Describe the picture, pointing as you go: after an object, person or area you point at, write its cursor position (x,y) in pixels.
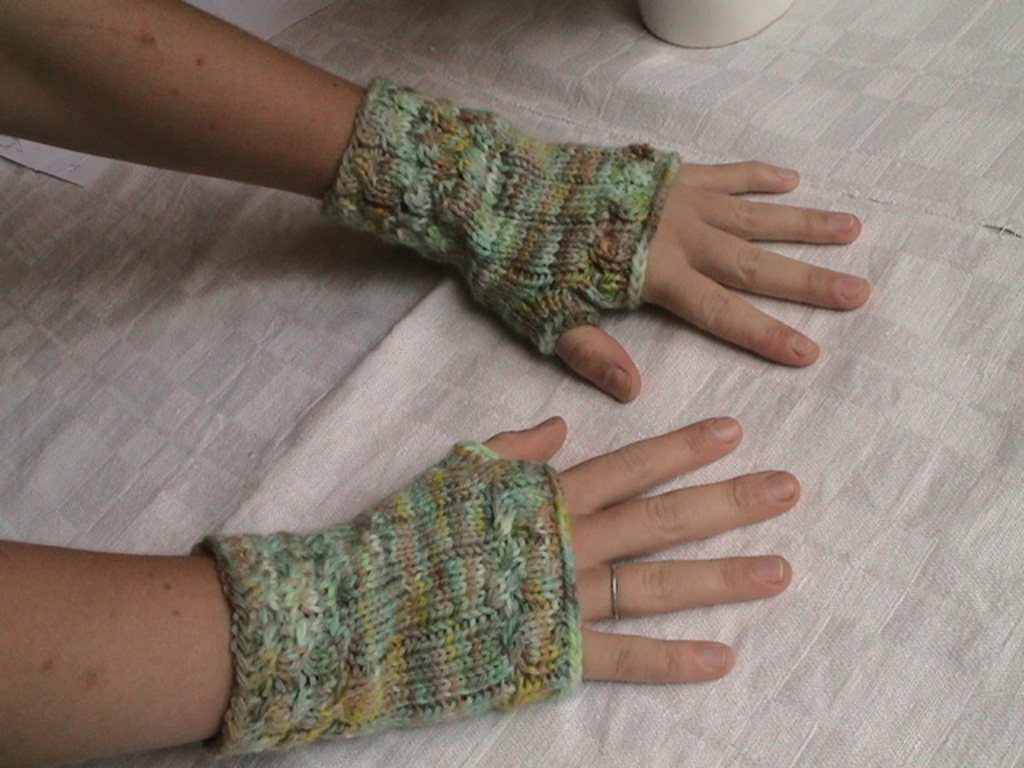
In this image, on the left side (154,679), we can see the hand (681,502) of a person (217,599) which are covered with gloves (525,277) and the hands (760,204) are placed on the white color cloth (863,376).
